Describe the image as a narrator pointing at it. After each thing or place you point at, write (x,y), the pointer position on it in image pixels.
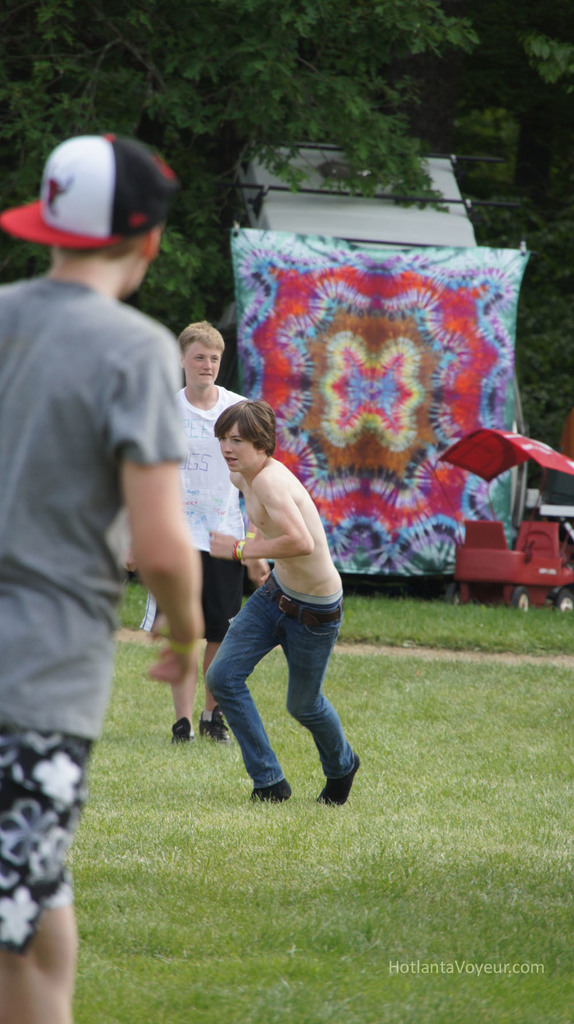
In this picture we can see a few people (25,363) and some grass (417,750) on the ground (358,693). We can see some objects (348,222) and trees (174,227) in the background (423,568). There is some text (467,966) visible in the bottom right (460,971).
